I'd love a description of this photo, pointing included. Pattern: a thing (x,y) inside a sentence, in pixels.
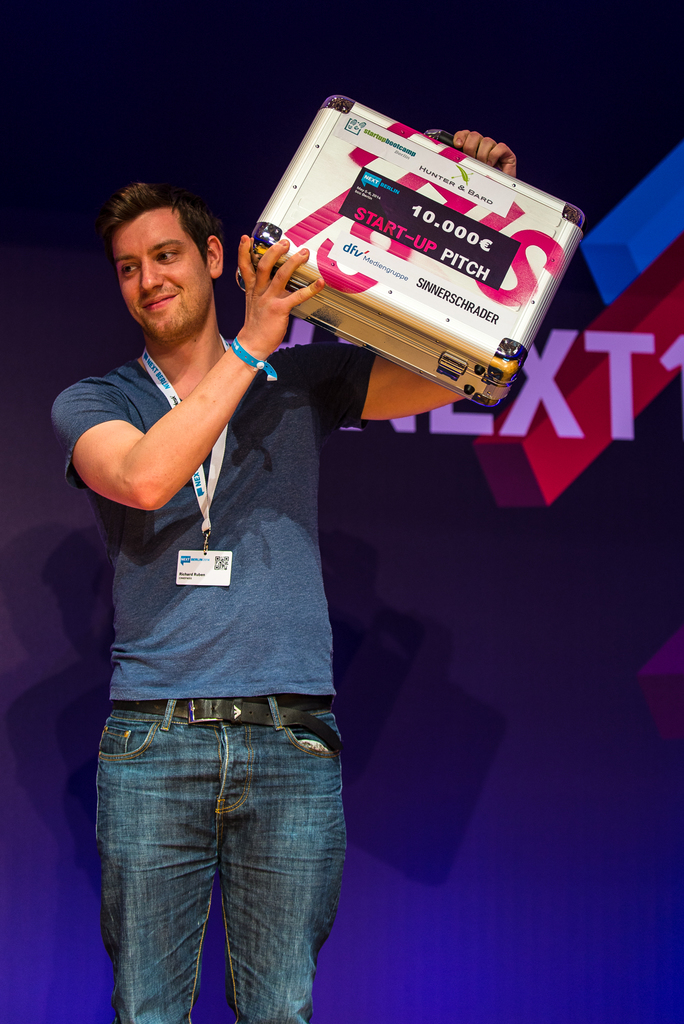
In this image there is a person (245,428) standing and holding a briefcase (374,327), and at the background (252,197) there is a board (91,917).
